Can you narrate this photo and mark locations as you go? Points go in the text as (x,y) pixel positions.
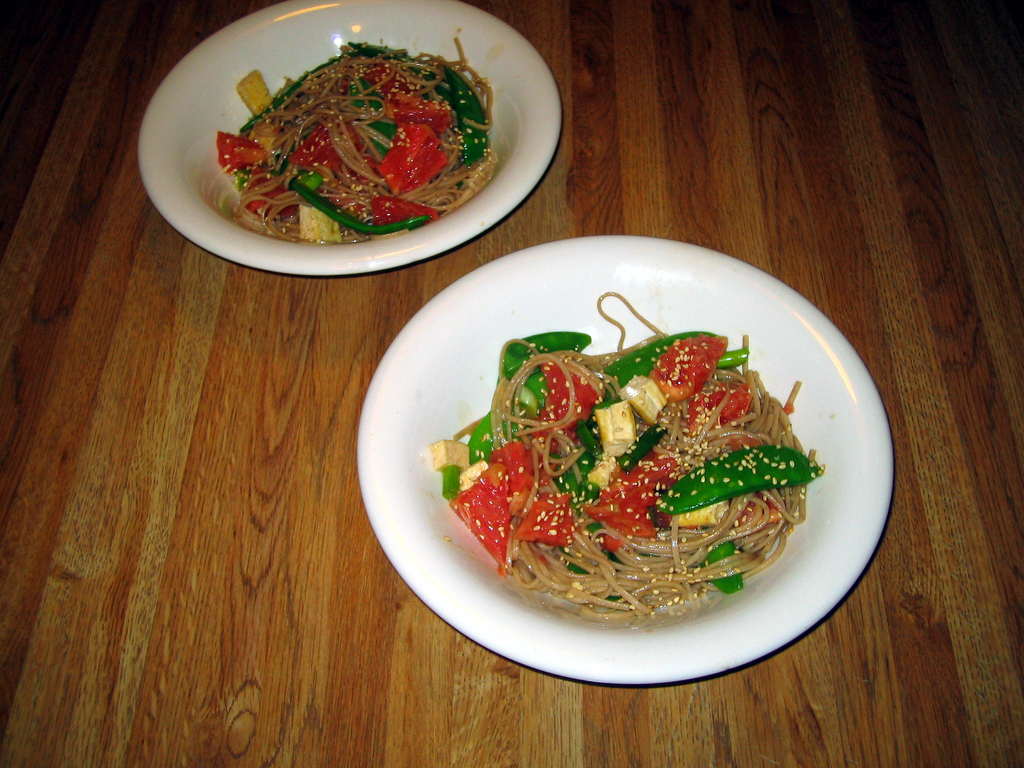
In this image we can see two bowls (843,537) containing food (447,104) placed on the wooden surface (843,324).
